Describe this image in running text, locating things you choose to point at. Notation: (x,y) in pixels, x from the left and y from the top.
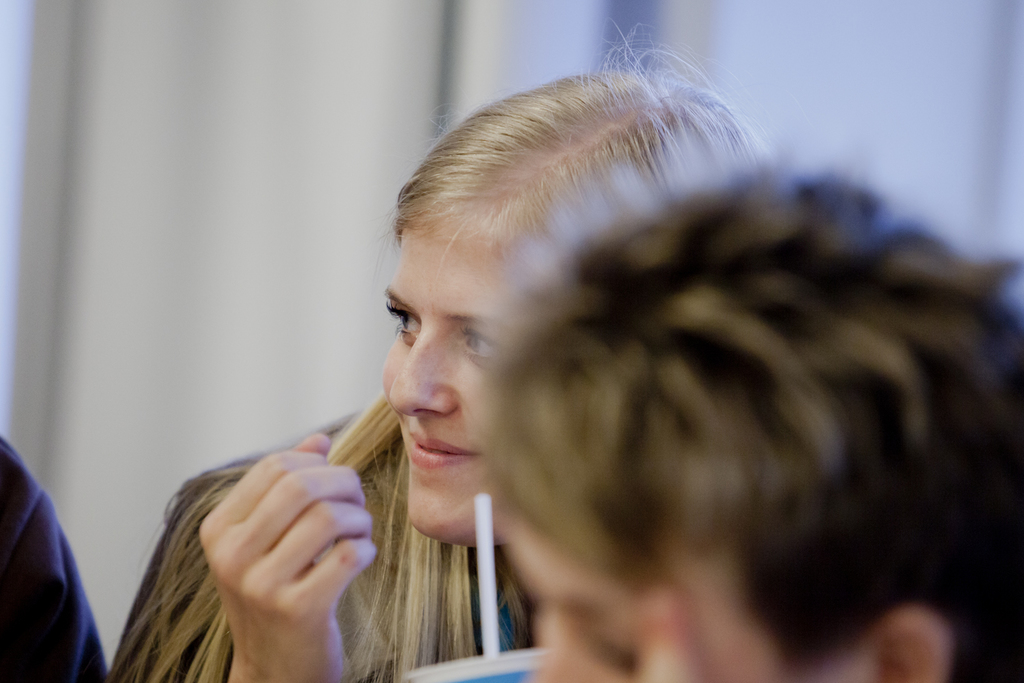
In this image in the foreground (756,445) there is one person (627,417), and in the background (267,597) there is another person (347,507) and she is holding her hair (452,616). And in the background (333,80) there is a curtain (192,212), and on the left side (52,609) there is another person's shoulder (54,575) is visible.
